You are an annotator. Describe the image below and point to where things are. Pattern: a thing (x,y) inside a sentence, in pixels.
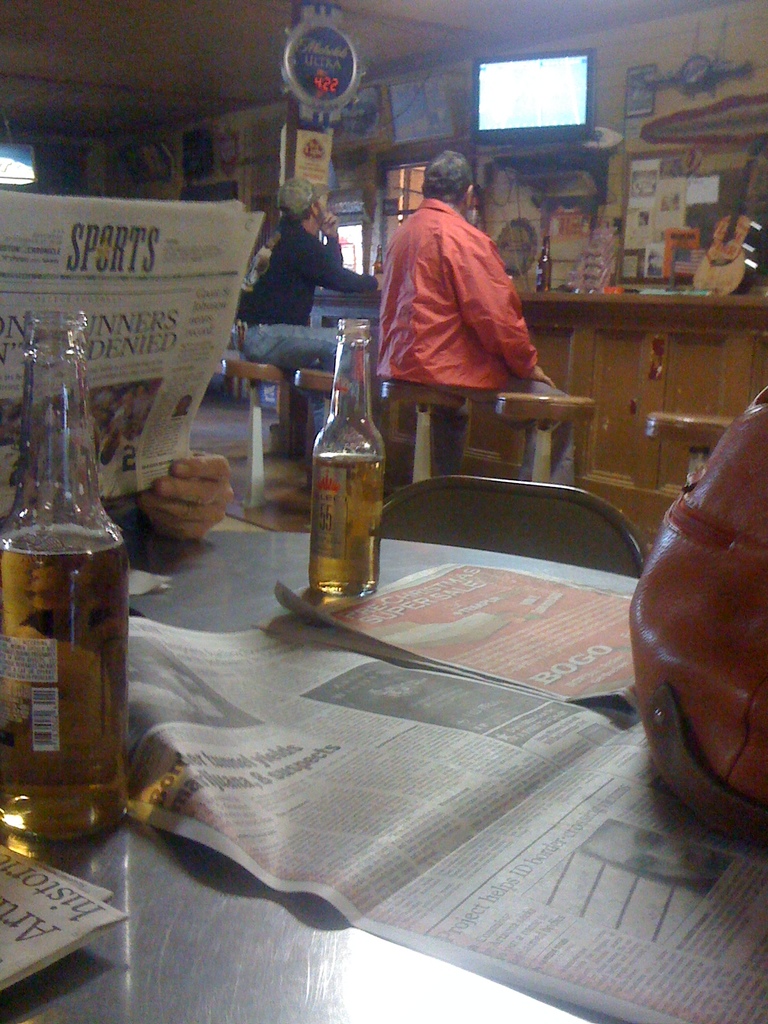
In this image, few peoples (278,357) are sat on the stools (510,415). On right side (687,638), we can see a bag (707,598). And the middle we can see a table (290,941), few items (261,859) are placed on it. Left side (193,489), we can see human fingers (191,498). The background (550,107), there is a t. v (473,96). some photo frame (189,146), some musical instruments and wall (266,170).
